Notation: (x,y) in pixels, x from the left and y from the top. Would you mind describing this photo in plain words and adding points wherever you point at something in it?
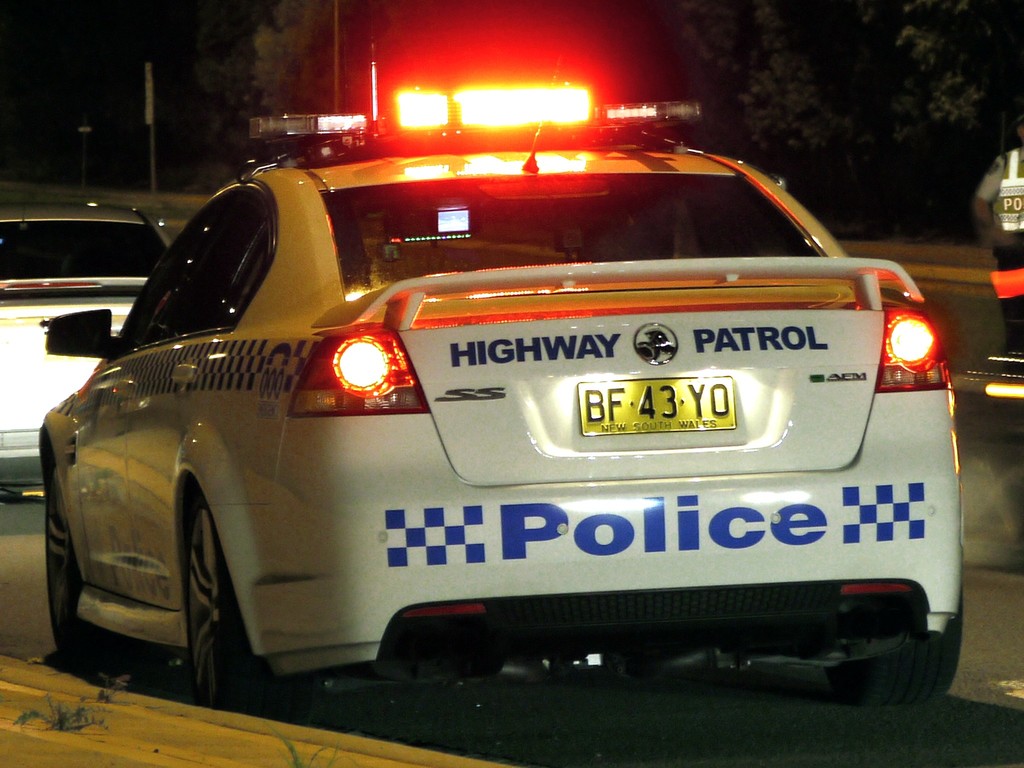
As we can see in the image there are cars (581,454) and trees (309,33). The image is little dark.
